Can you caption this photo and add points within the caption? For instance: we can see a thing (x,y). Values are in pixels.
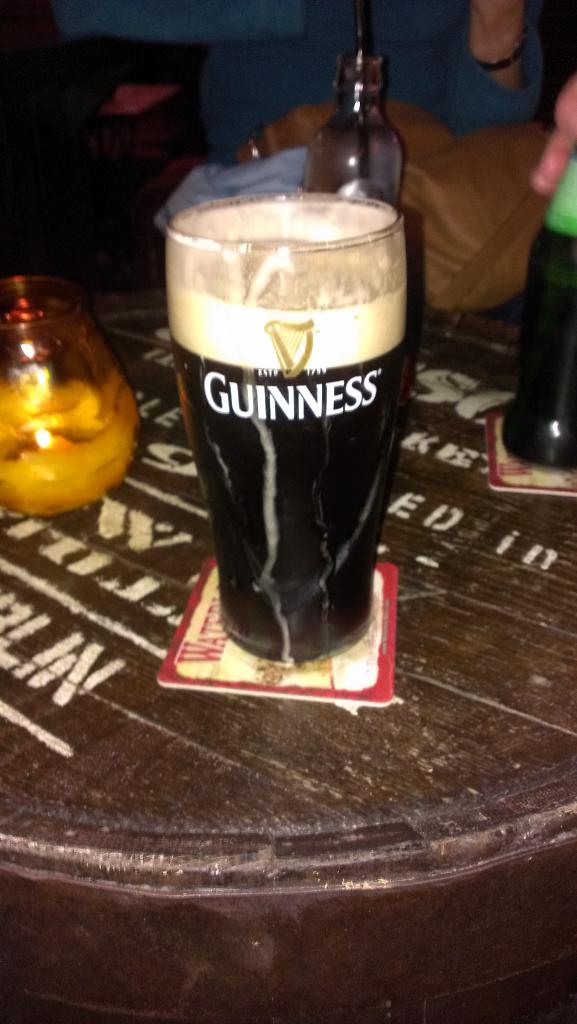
A glass (326,383) with a label (326,383) on a mat (317,683) is kept on a table (405,771). Behind that there is a bowl (76,383) another glasses (565,292) and a bag (477,178).
